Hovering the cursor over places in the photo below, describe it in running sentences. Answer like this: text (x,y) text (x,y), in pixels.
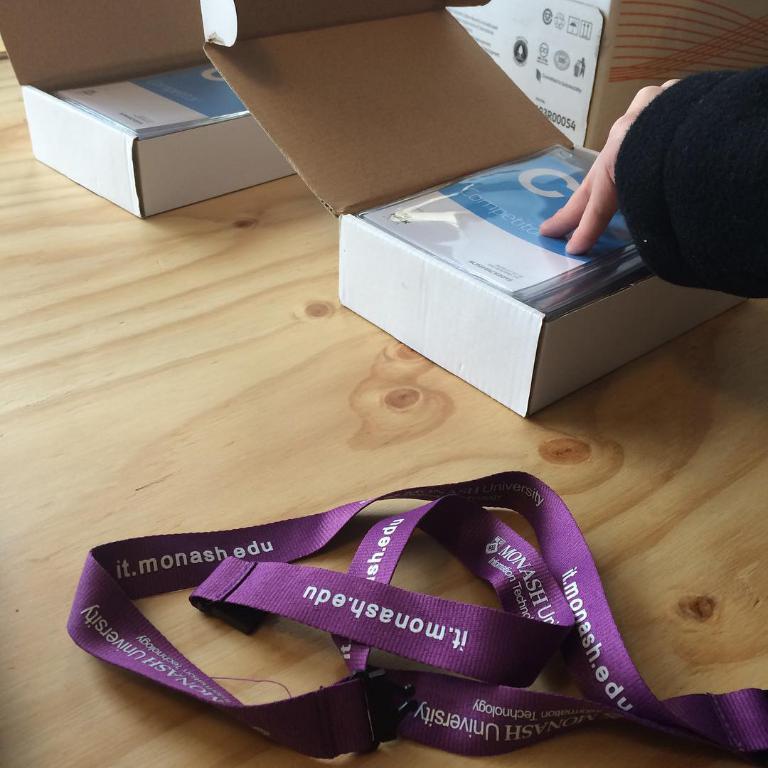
In the foreground of this image (320,609), there is a tag (320,609) with some text (372,610) on it is on the wooden surface (617,603). In the background (629,323), there are two boxes (355,271) on which on one box (480,335) there is a person's hand (608,172).
